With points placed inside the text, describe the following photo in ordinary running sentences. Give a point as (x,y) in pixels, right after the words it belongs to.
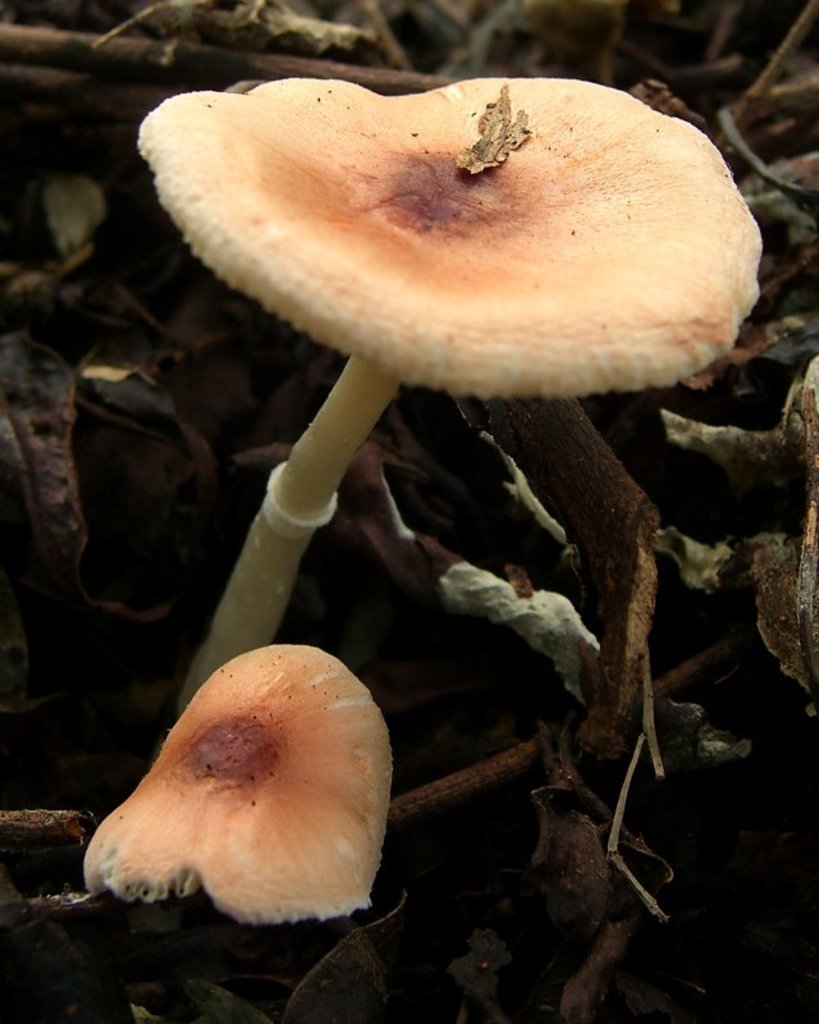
In this image I can see two mushrooms (221,737) which are brown and cream in color and I can see few leaves (12,374) and few wooden logs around the mushrooms (436,247).
